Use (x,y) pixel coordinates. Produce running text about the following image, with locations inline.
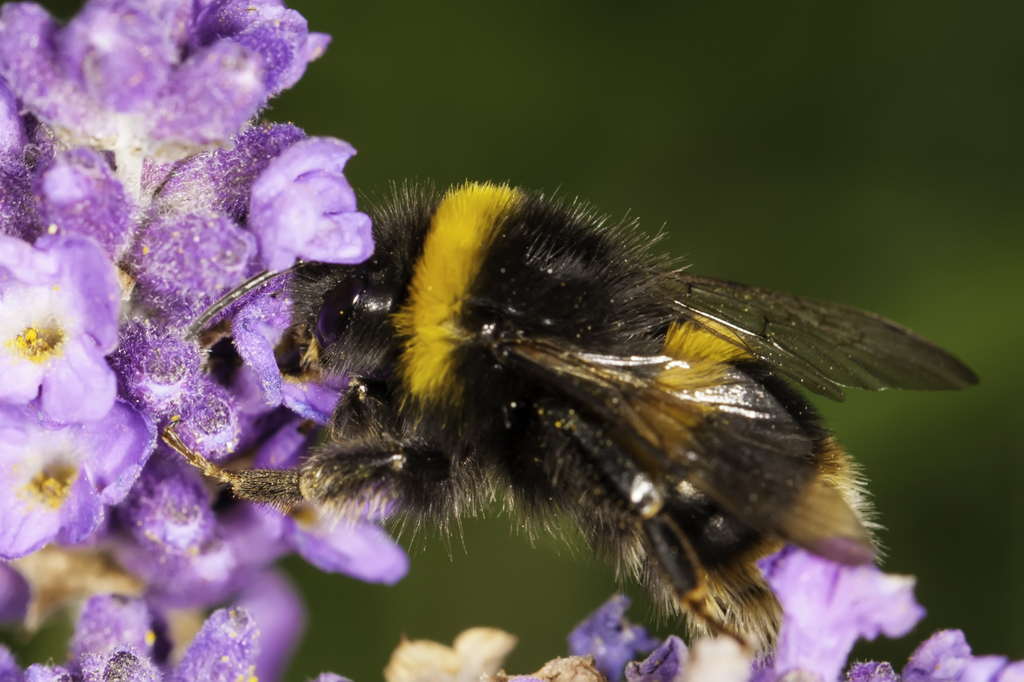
In this image there is a bumblebee (471,344) on the flowers (182,346) which are in violet color. Background is in green color. Bottom of the image (709,646) there are few flowers (736,662) and buds (571,681).
